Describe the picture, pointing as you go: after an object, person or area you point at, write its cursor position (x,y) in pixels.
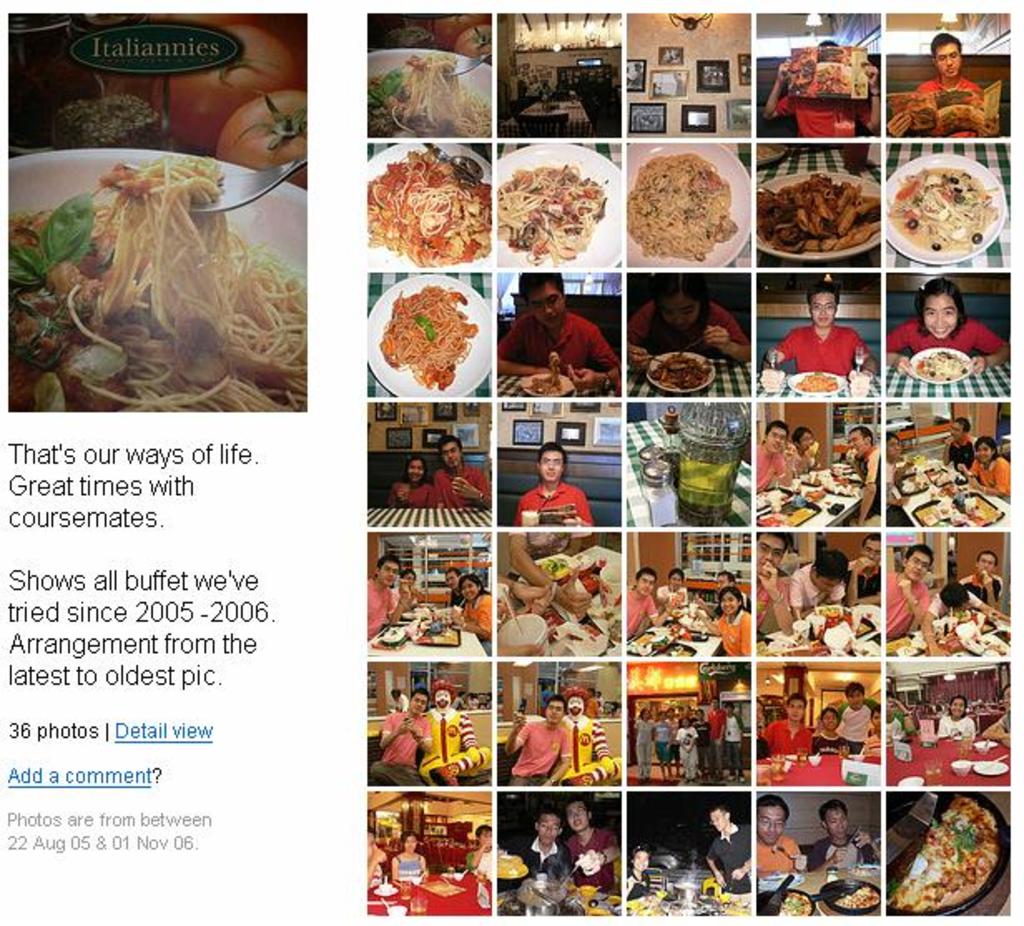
This image consists of food (659,246) and there are persons (906,332) sitting and standing and on the left (154,578) in the front (107,583) there is some text (107,583) written on it.
